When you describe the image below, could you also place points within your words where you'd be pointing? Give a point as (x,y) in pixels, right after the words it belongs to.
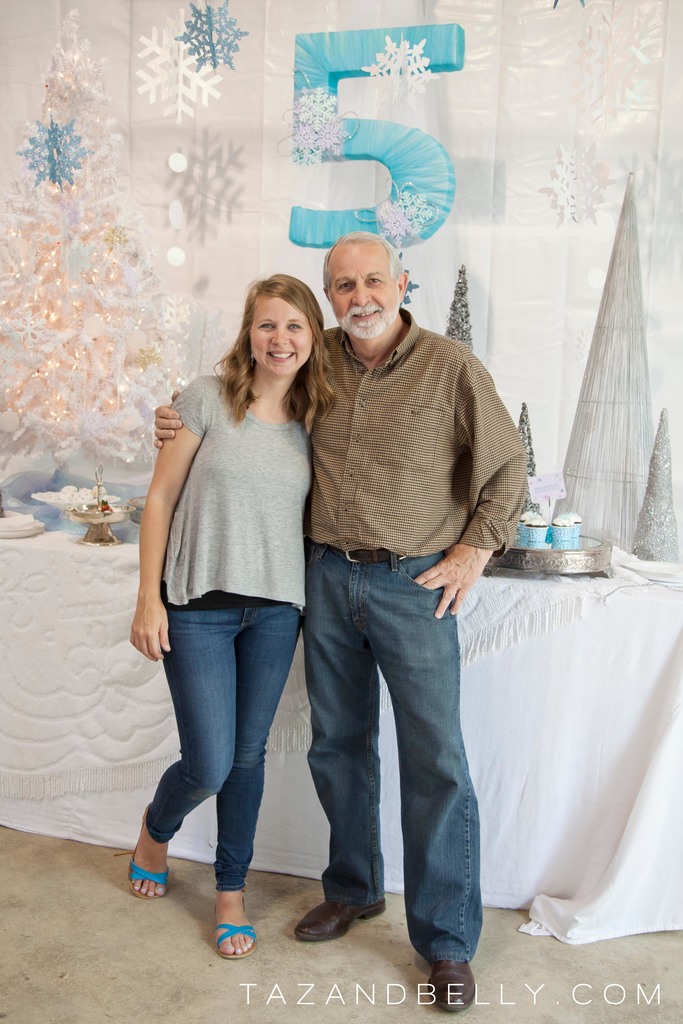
In this picture we can see a man (361,492) and a woman (300,545) standing and smiling. We can see some text (640,1001) in the bottom right (476,1003). There are a few objects (561,563) visible on the table (60,566). We can see a few decorative items (39,443) in the background (81,334).
